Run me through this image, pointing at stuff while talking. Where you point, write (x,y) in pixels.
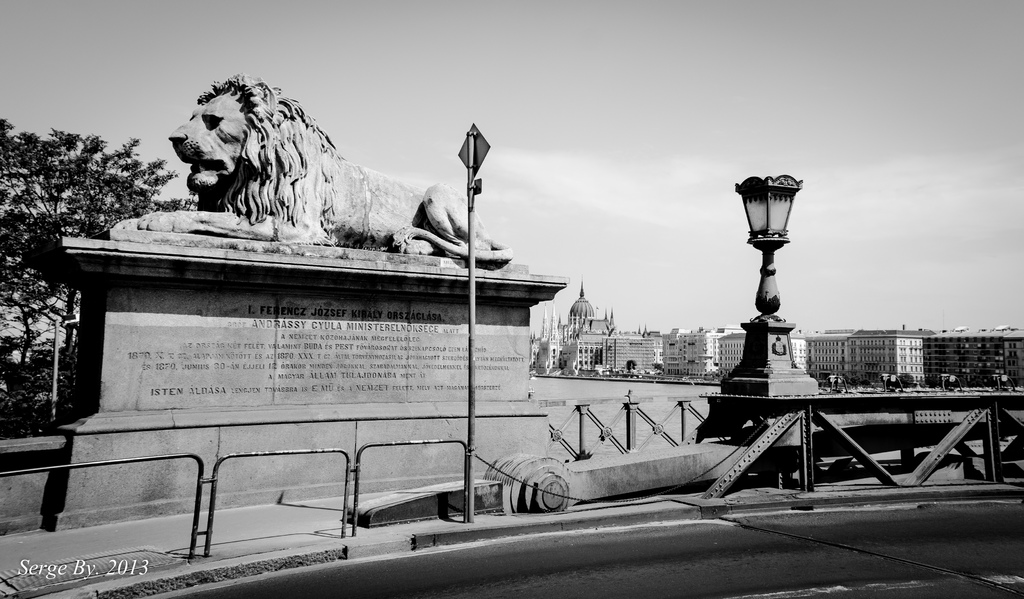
In this image I can see few poles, a board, a light (757,240), number of buildings (635,333), a tree (4,239), a statue of a lion (237,234) and here I can see something is written. I can also see this image is black and white in colour and here I can see watermark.
